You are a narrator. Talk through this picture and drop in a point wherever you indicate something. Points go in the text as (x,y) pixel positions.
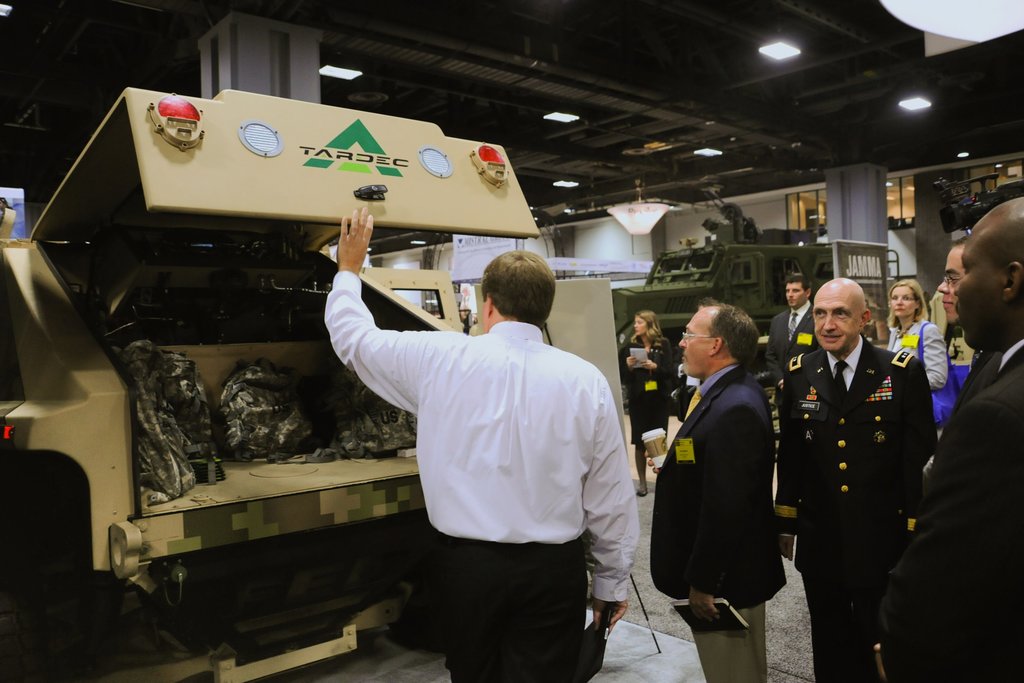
In this image we can see men (693,421) and women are standing on the floor (653,653). In the background (711,239), we can see vehicles (425,303). At the top of the image (562,98), we can see the roof (689,137) and lights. There is a camera (996,191) on the right side of the image (986,193). We can see bags (374,400) in a vehicle (322,403) on the left side of the image (229,390).
